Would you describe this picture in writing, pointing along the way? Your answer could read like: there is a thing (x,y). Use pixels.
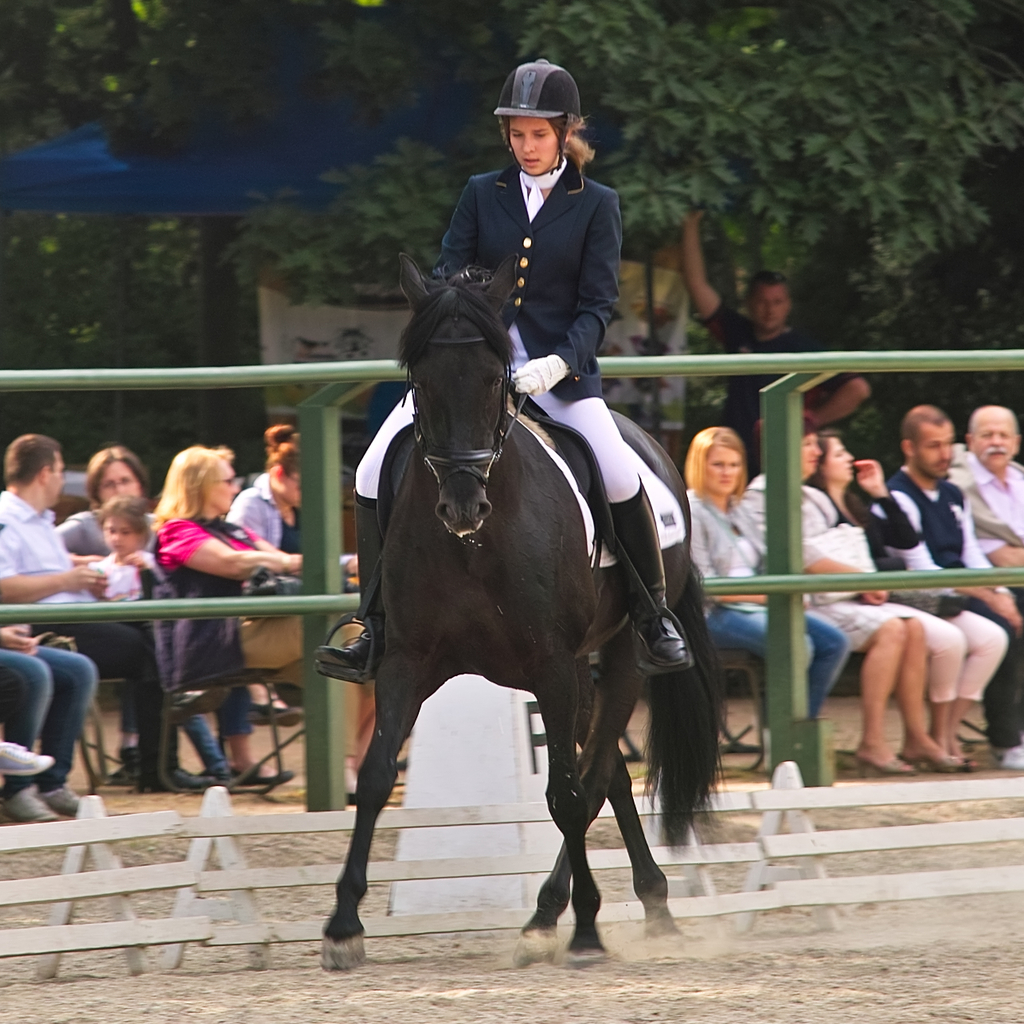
In this image i can see a woman (535,306) sitting on a horse (505,538), at the back ground (334,570) i can see a railing (320,486), few persons (164,506) sitting, tree (251,278) and a wall (283,306).
